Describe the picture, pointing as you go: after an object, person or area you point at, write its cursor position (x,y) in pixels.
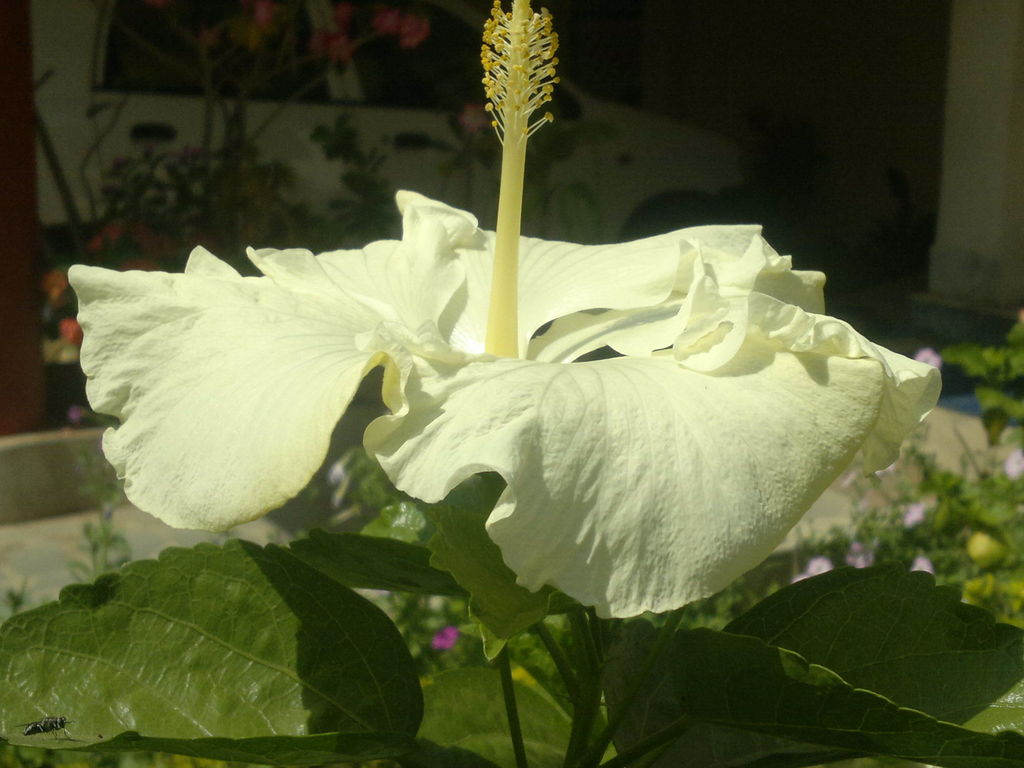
There is a white hibiscus flower (486,522) on a plant (683,715). In the back (802,554) there are many flowering plants (958,477). Also there is a car (643,171).
